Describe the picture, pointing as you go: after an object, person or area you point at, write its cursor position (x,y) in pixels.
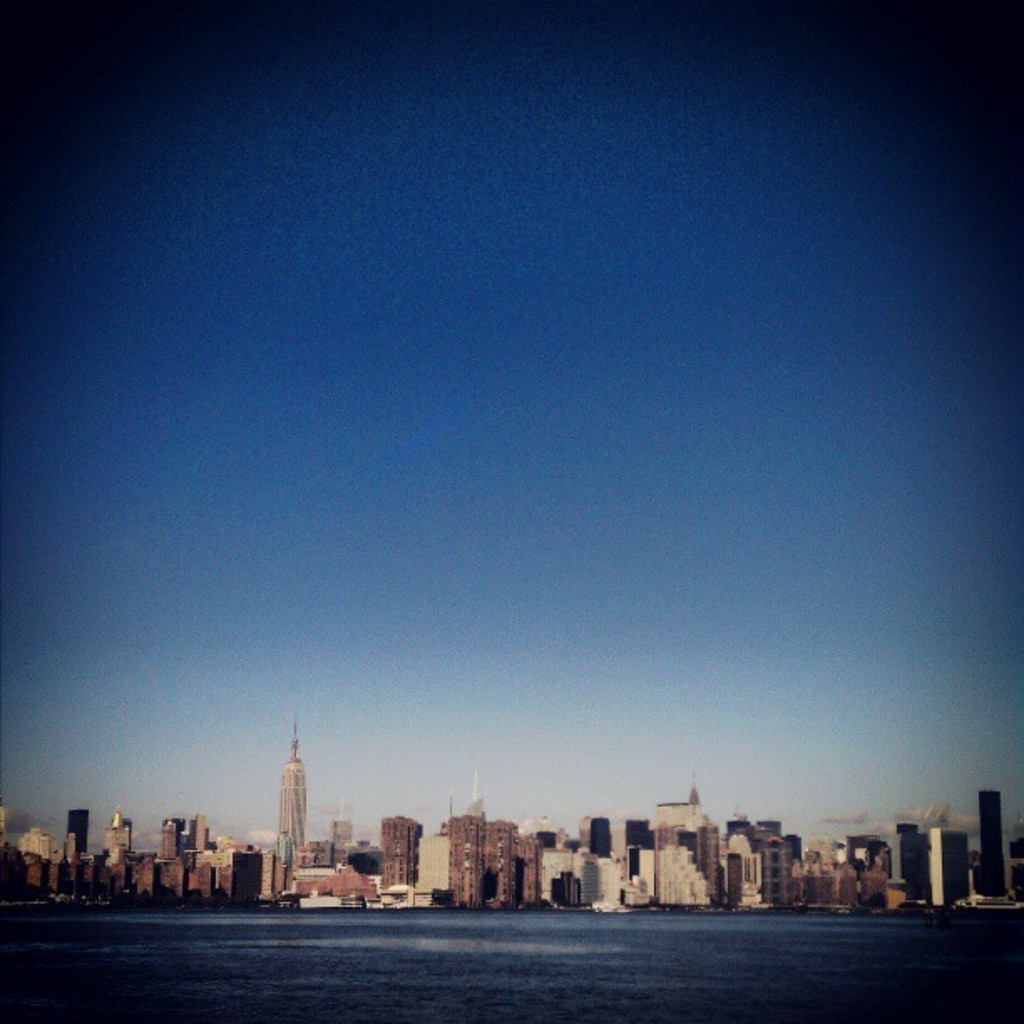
In this picture, there are buildings (283,791) and water (641,947) at the bottom (506,830). On the top (495,284), there is a sky (286,639).
